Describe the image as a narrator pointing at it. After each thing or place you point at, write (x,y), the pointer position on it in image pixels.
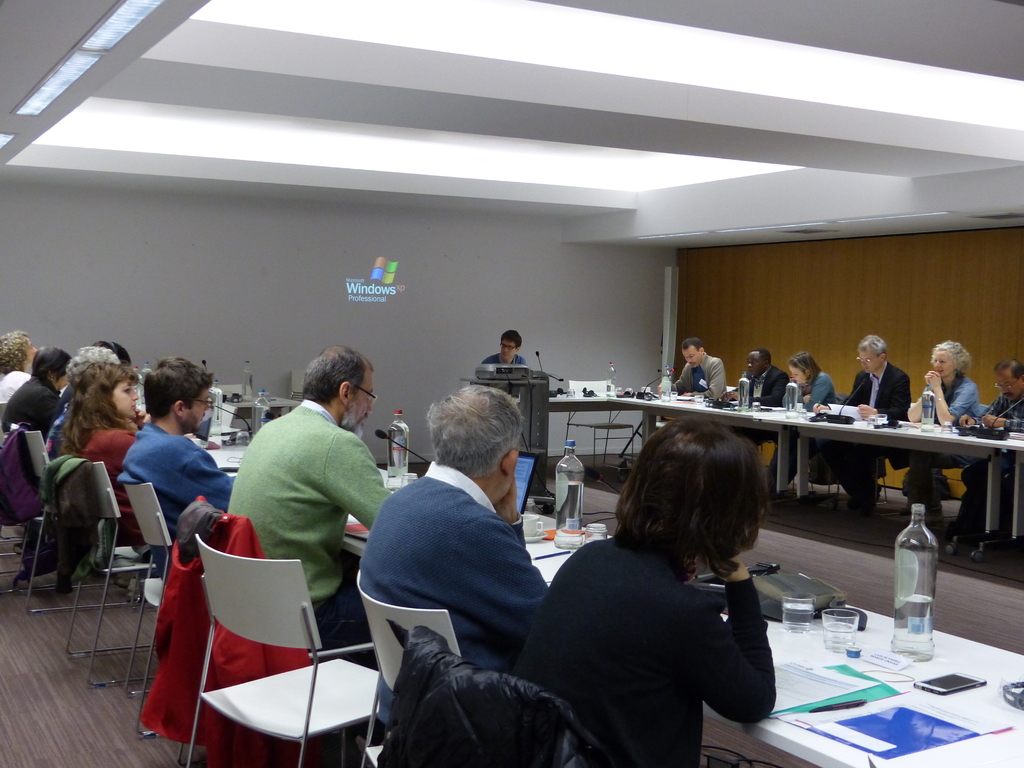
In the picture I can see some people (402,559) are sitting on the chairs (151,552), in front (800,591) we can see the table (803,471) on which bottles (574,543), papers (832,724) and few objects (812,606) are placed, opposite to them one person (496,362) is talking in front of microphone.
